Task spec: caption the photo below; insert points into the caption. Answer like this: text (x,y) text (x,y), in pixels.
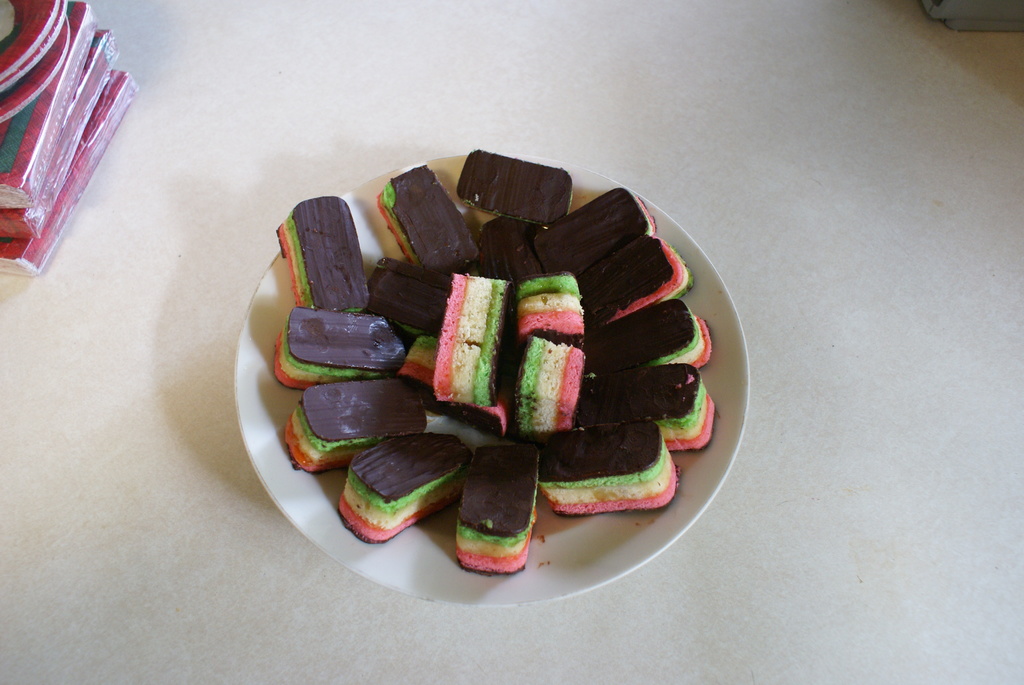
On this white surface (744,553) there are napkins (86,174) and white plate (577,570). On this white plate (575,200) there is a food (600,338).
